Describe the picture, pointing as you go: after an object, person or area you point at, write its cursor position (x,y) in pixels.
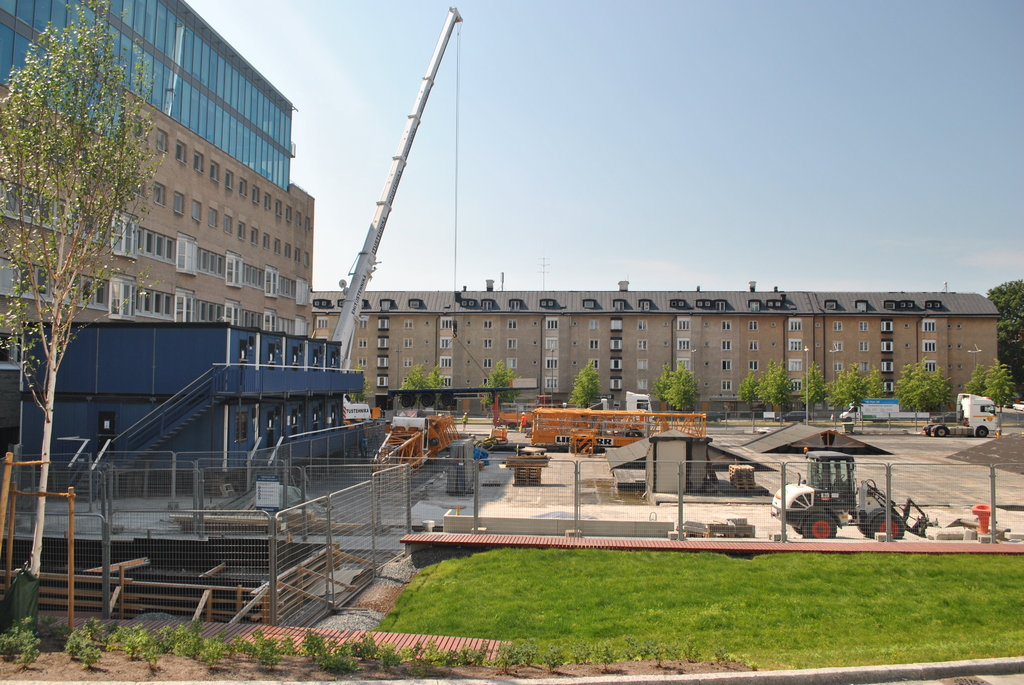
In this image there is a fencing (580,484), garden (789,597), trees (675,392) and vehicles (810,469), in the background (322,347) there is a crane (377,251), buildings (929,307) and the sky (779,141).
